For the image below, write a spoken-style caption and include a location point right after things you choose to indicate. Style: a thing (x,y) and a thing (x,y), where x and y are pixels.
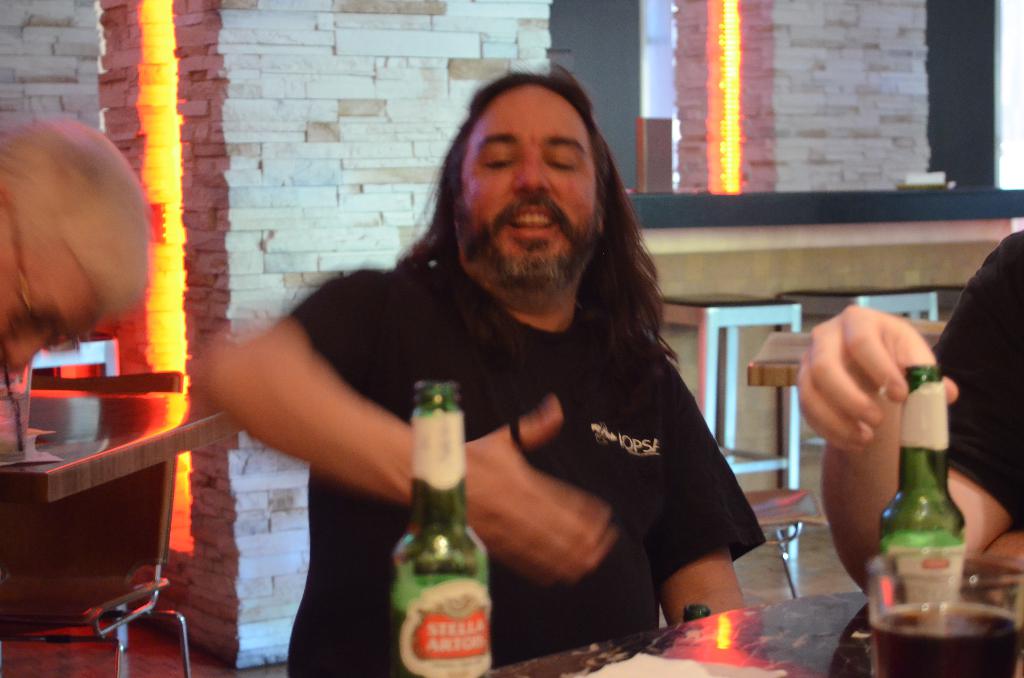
In the image we can see there is a person (542,427) who is in front (650,458) wearing black colour shirt (618,465) and in front we can see there are beer bottles (908,492) which are kept on the table (838,620) along with the glass (899,600) and there are people (58,203) who are beside the person (596,404) and at the back (281,84) there is wall (282,170) which is of marbles (264,295) and at the back (121,392) there are tables (151,421) and chairs (922,294).
